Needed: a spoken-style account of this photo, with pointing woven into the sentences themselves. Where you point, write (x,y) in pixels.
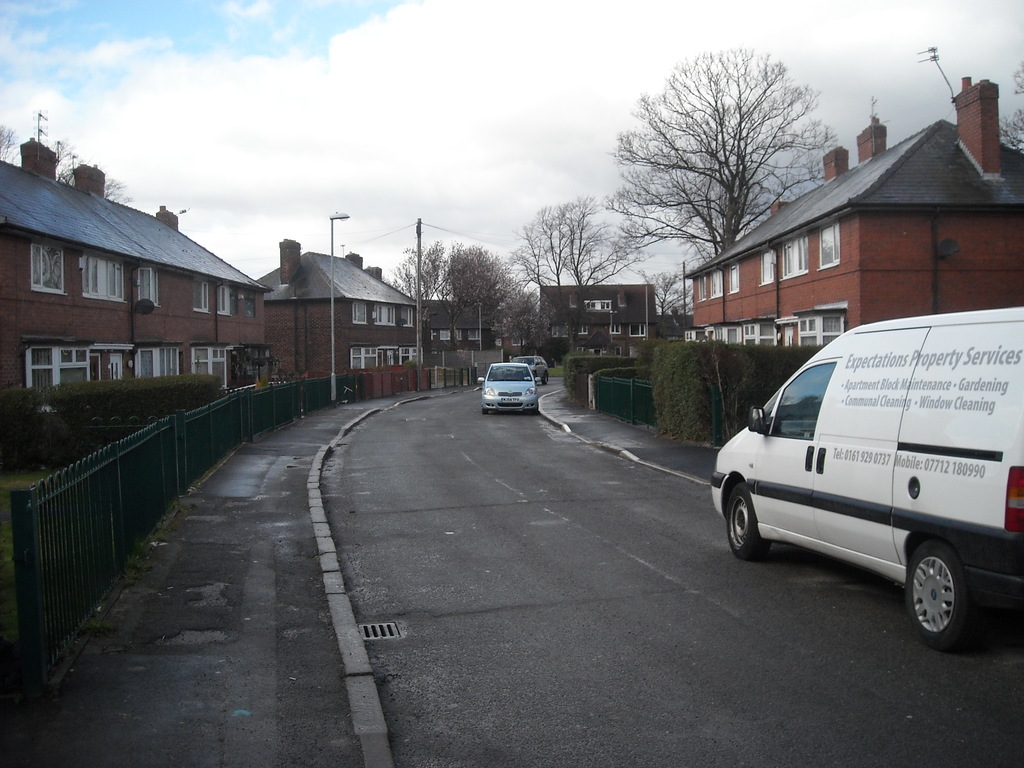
There is a road (529,562). On the road (628,559) there are many vehicles (485,400). On the sides of the road (467,643) there are sidewalks (568,416). Also there are railings (267,417) and bushes (100,408). There is a light pole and a electric pole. And there are buildings (245,317) with windows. In the background (358,120) there is sky (275,107) with clouds (206,80). Also there are many trees (535,235).
